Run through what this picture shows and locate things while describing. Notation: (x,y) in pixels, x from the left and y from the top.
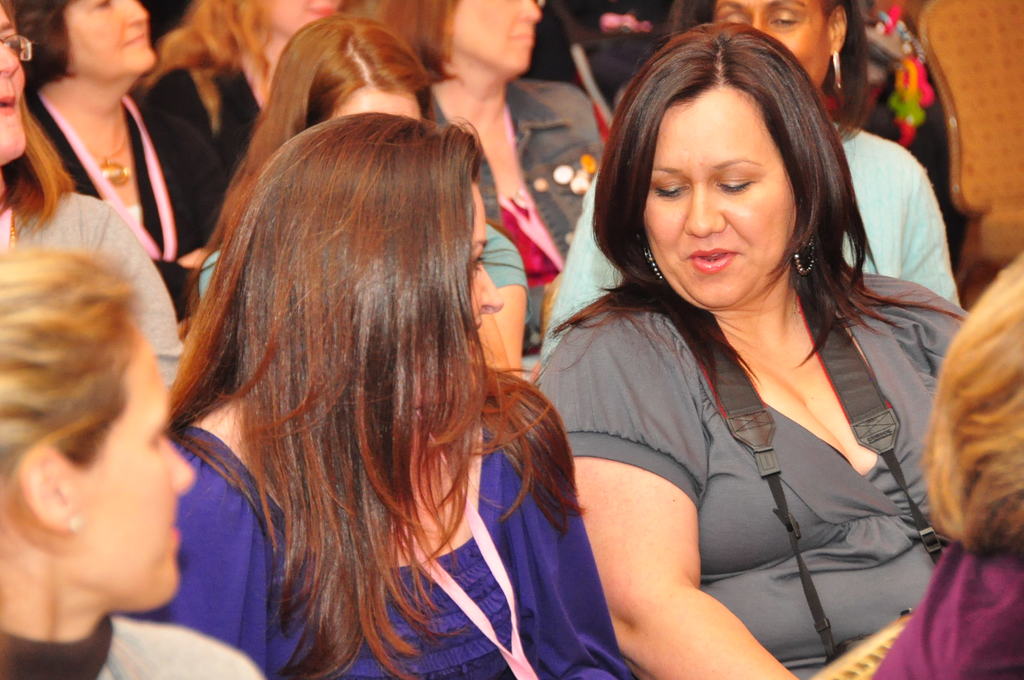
In this picture we can see some women (463,511) sitting in the chair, smiling and discussing something. Behind can see other women (239,78) are sitting.
